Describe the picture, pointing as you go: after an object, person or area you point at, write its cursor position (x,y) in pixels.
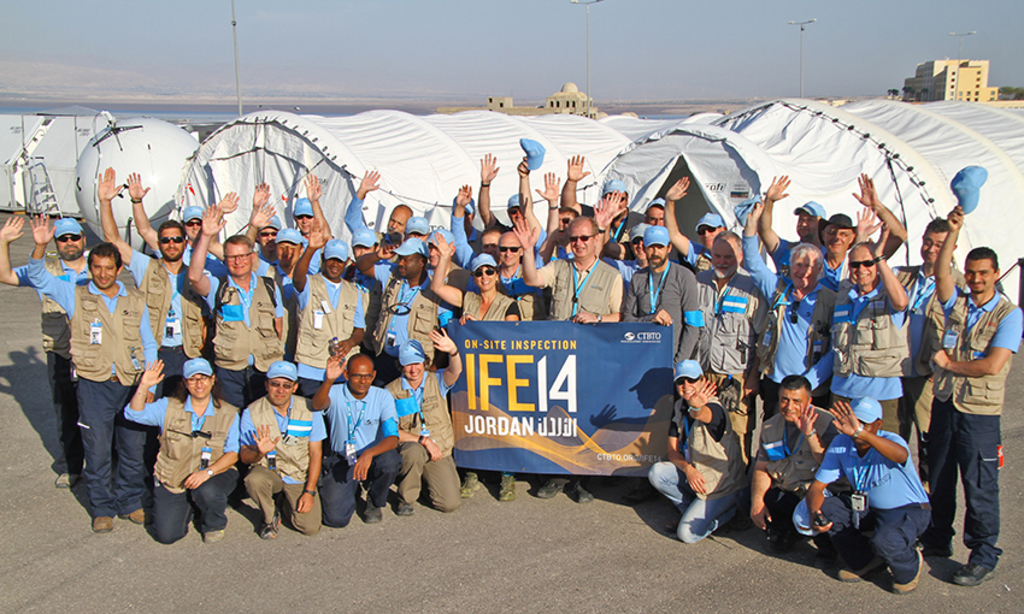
In this image in the center (382,276) there are a group of people (264,323) who are standing and some of them are sitting on their knees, and two of them are holding one board (574,415). In the background (611,118) there are some tents (211,148) and some machines (12,184) and buildings (915,84) and some poles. On the top of the image (533,51) there is sky (765,74) at the bottom (164,546) there is a road (445,549).
